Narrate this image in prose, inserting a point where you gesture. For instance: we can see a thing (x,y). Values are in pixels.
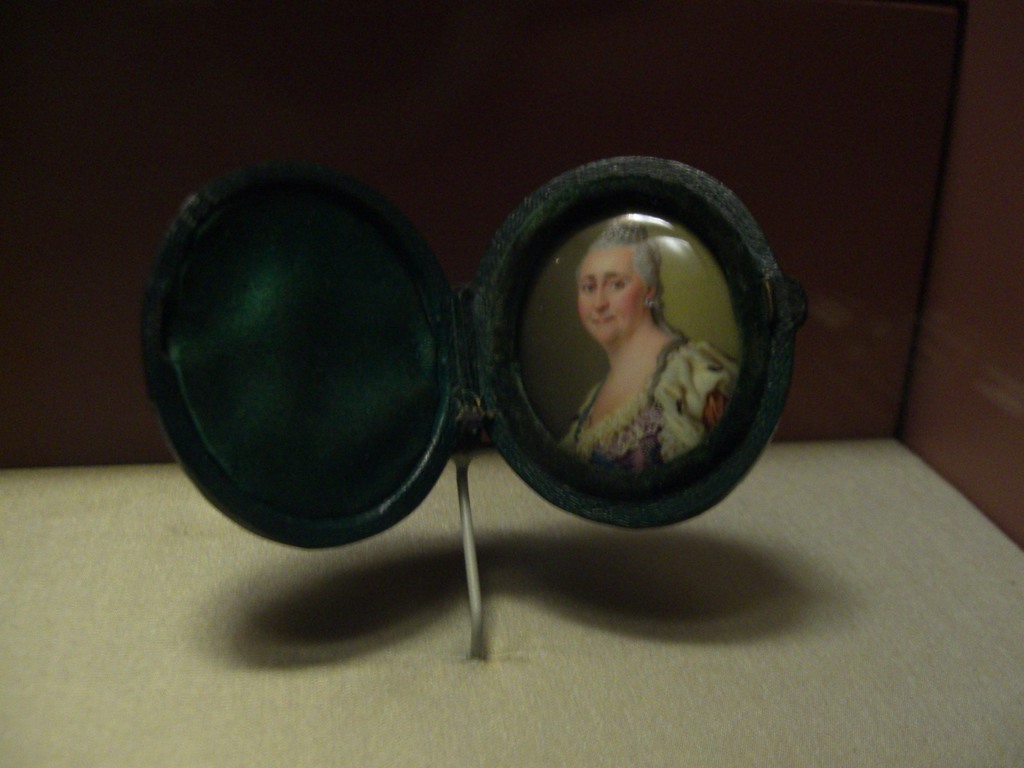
In the image there is a photo frame (570,500) with a photo (600,320) of a lady (611,428) in it on floor (602,587) and behind it it's a wall (880,154).
